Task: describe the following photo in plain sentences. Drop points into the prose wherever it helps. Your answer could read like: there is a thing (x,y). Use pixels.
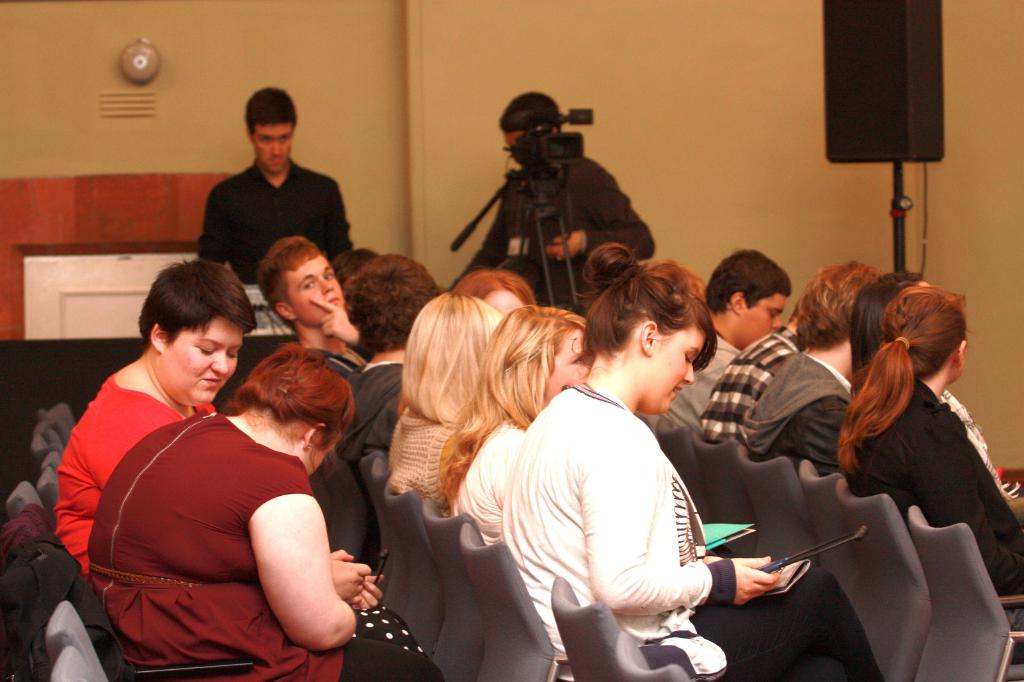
In this image there are a few people (452,396) sitting on the chair (763,528), a few (223,539) are holding files (746,528) and other objects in their hands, behind them there are two people (288,164) standing, there are a camera stand (524,187) and a speaker (892,150). In the background (428,66) there is a wall (170,101).
